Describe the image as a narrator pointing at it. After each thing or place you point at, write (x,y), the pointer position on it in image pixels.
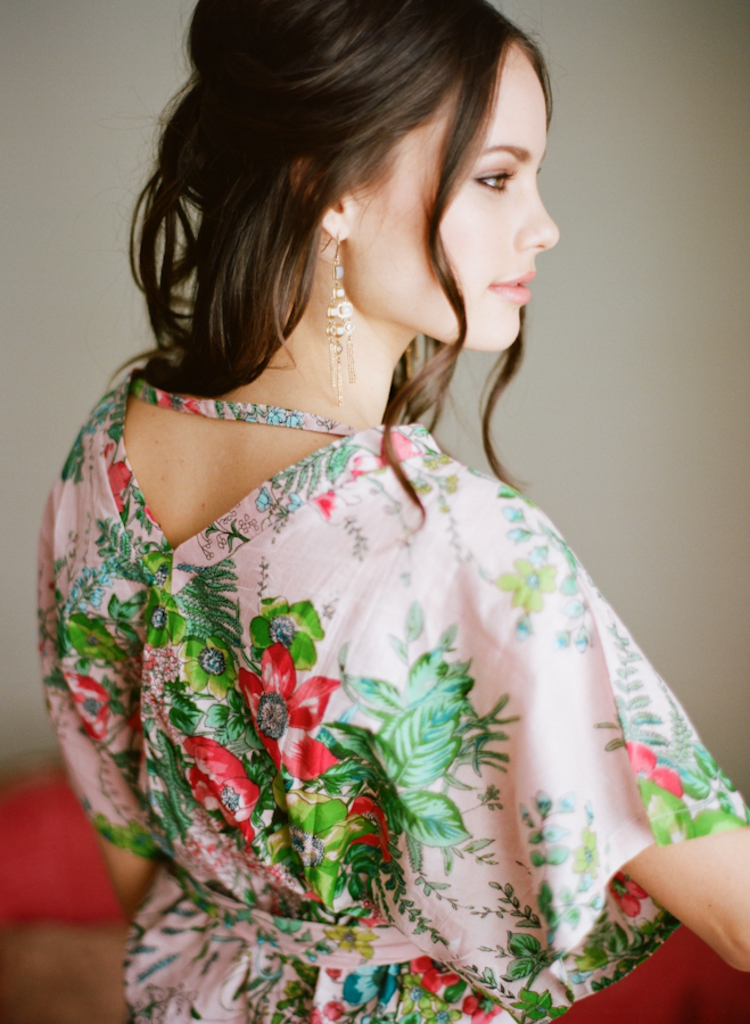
In this image in the foreground (347,573) there is one woman (347,573) and in the background (45,413) there is a wall (56,91).
